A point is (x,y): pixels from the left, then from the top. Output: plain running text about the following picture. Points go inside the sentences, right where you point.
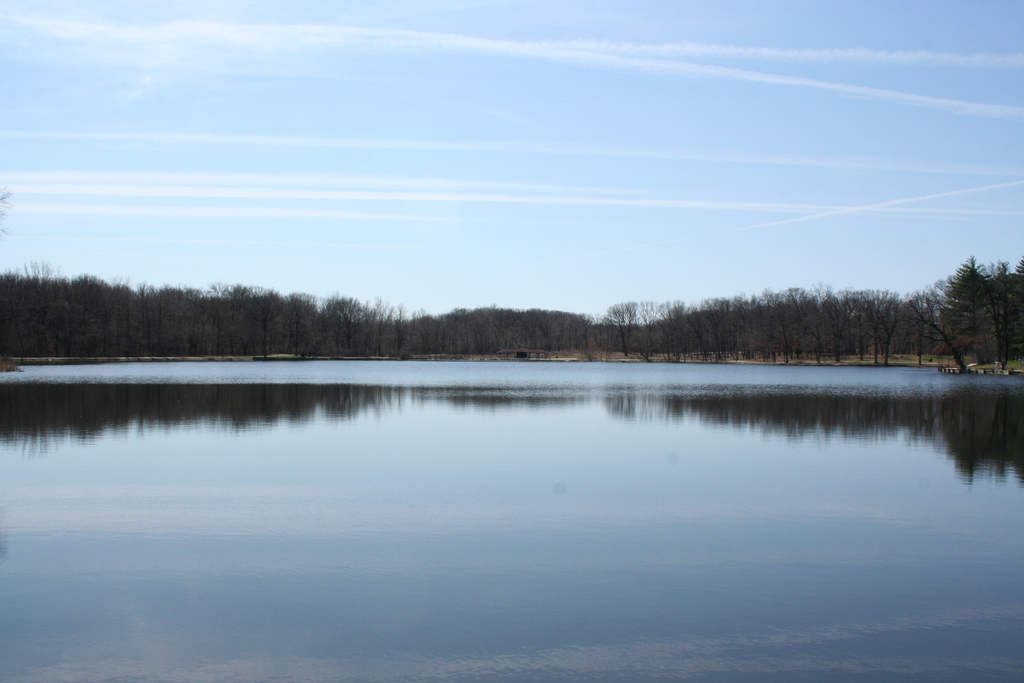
In this image we can see a lake (462,426), trees (290,329) and sky (479,181) with clouds (263,210).
